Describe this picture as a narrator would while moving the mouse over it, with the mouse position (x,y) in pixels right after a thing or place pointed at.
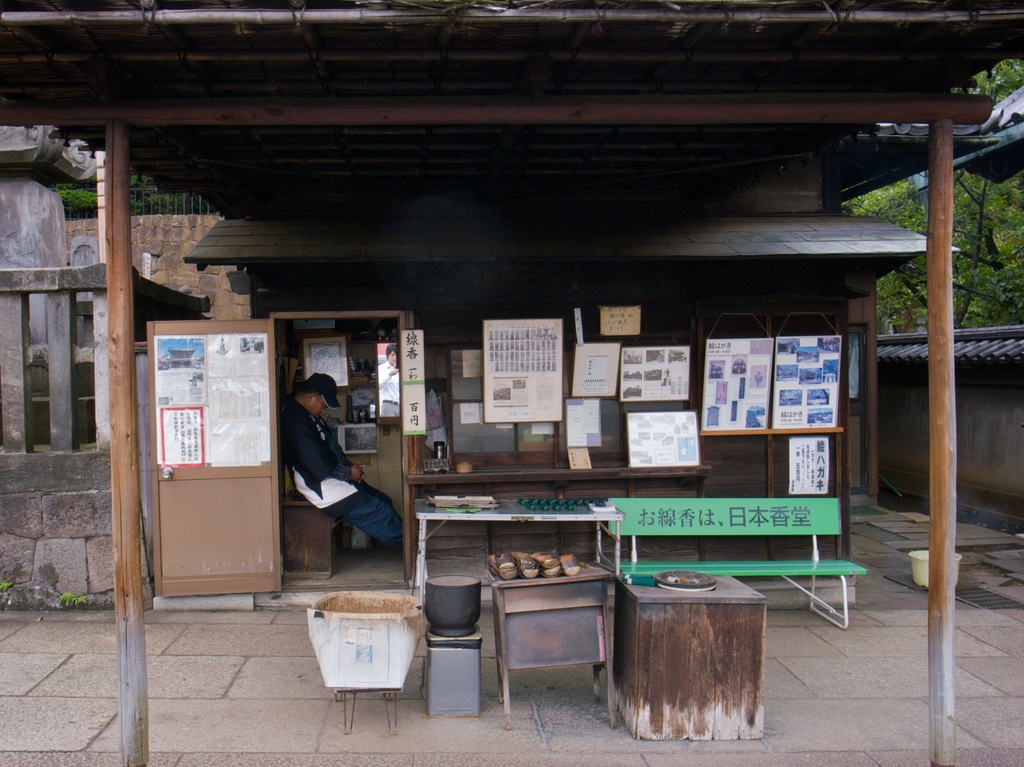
This picture shows a House (359,575) and we see a man (293,454) seated on a table (295,544) and we see few posters (662,359) on the wall (842,459) of the house (663,341) and a bench (624,508).
